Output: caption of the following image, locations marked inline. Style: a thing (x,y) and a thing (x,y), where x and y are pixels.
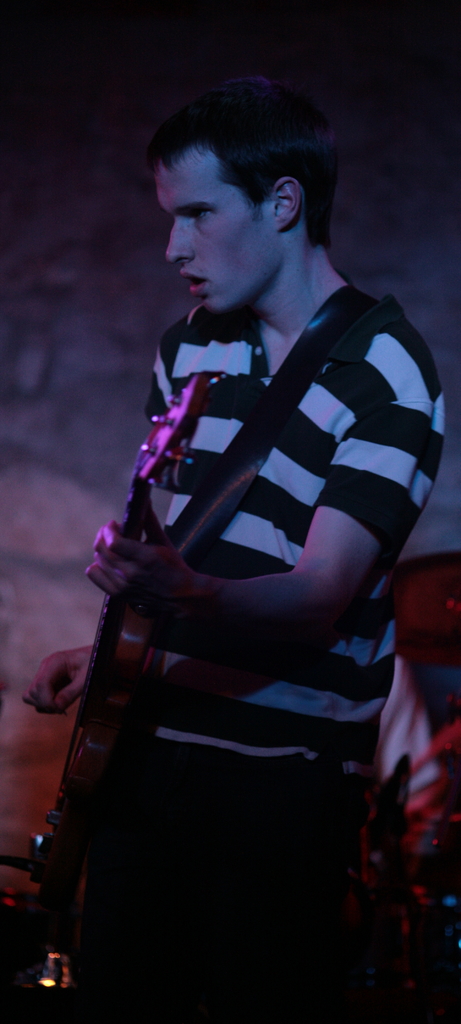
There is a man (374,313) standing in the center (156,431) and he is holding a guitar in his hand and he is singing a song.
